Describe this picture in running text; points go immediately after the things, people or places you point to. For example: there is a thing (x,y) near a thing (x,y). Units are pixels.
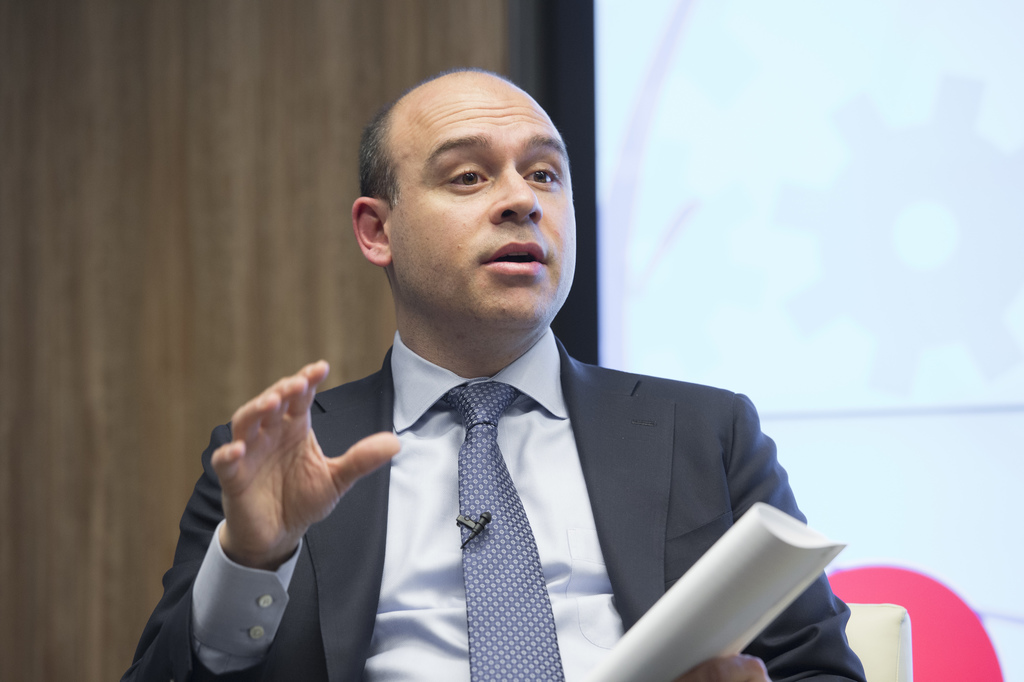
In the picture we can see a person (385,478) wearing suit (591,427) and also attached microphone (487,528) to his tie (508,560) and in the background (238,373) there is wooden wall (45,348) and there is some screen (733,22).
